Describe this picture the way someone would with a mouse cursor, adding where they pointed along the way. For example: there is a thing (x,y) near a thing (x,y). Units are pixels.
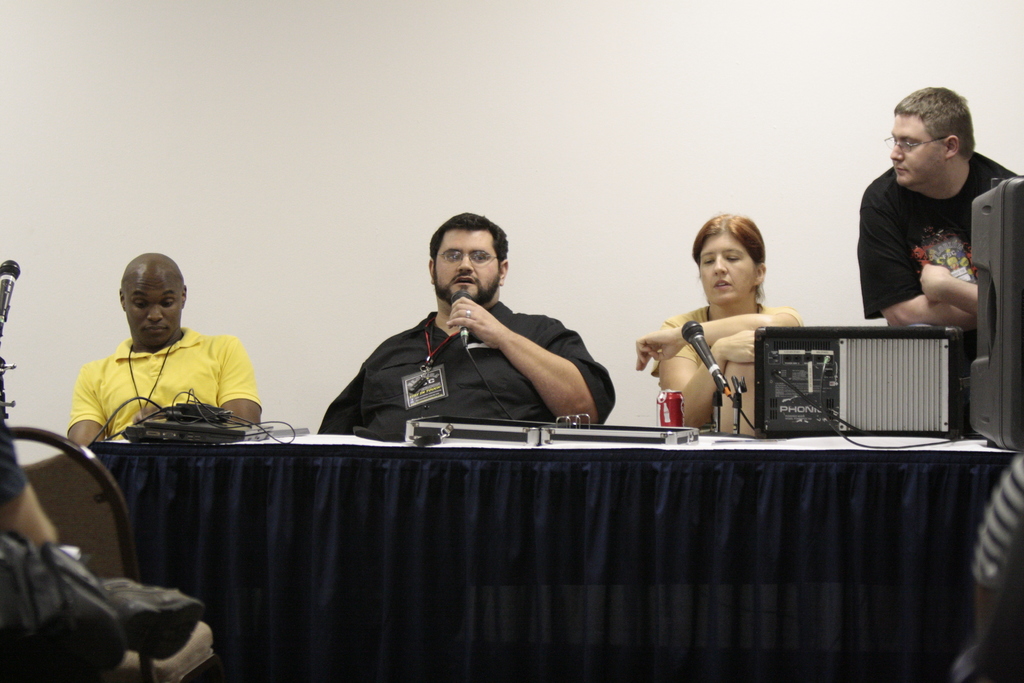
In this picture we can see some persons (693,373) sitting on the chairs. And this is the table (836,447), there is a cloth (834,624) on the table (819,591). This is the mike (705,348). And here we can see some electronic devices (227,412). And this is the wall (341,111).
